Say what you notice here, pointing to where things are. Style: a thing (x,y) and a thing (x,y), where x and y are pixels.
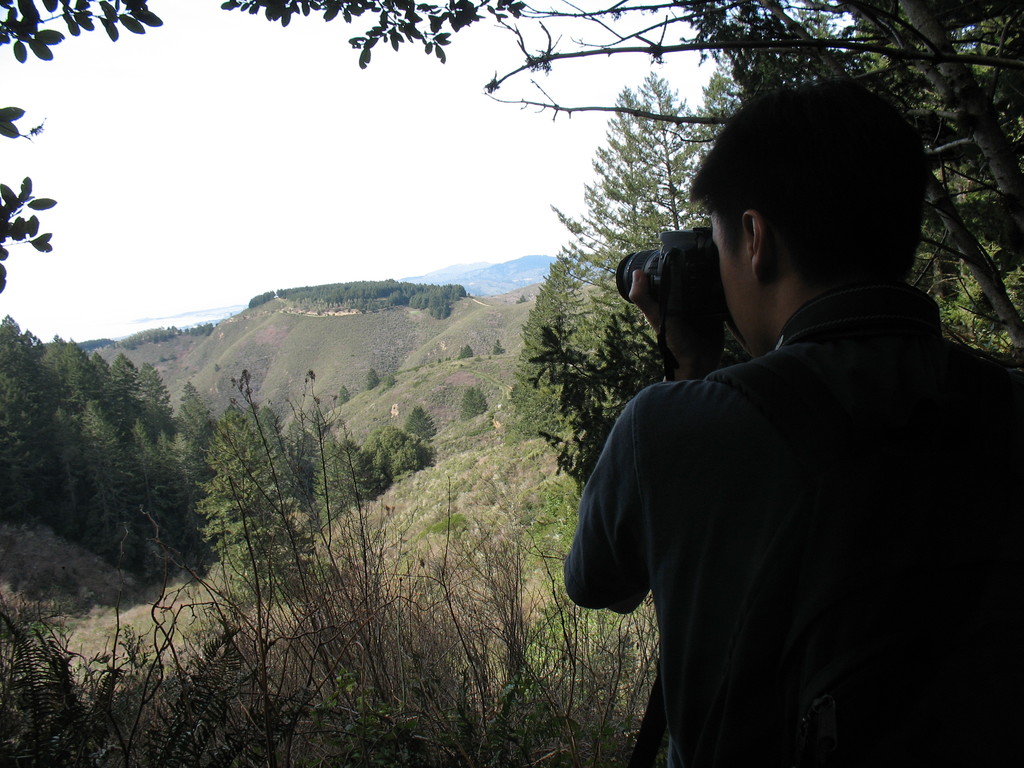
In this picture we can see a man (741,606) holding a camera (707,250) with his hand (717,354), trees (67,390), mountains (380,364) and in the background (353,250) we can see the sky (450,151).
